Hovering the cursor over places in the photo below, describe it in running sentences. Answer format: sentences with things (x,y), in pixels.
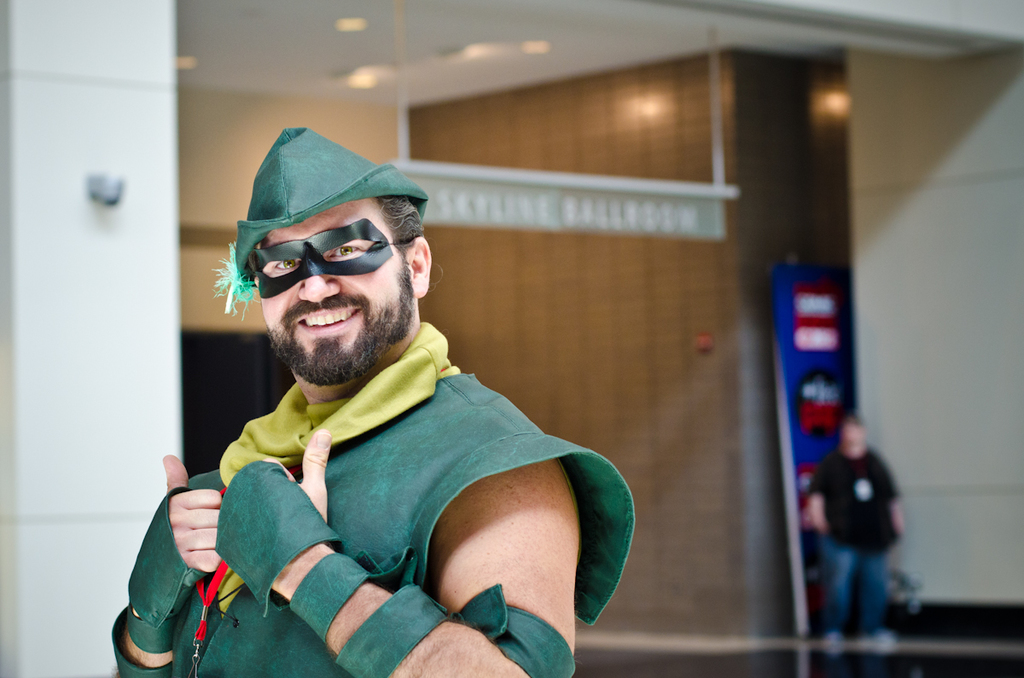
In this image I can see a person (364,370) standing who is wearing drama costume (453,384), behind him there is a building (919,437) and another person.
